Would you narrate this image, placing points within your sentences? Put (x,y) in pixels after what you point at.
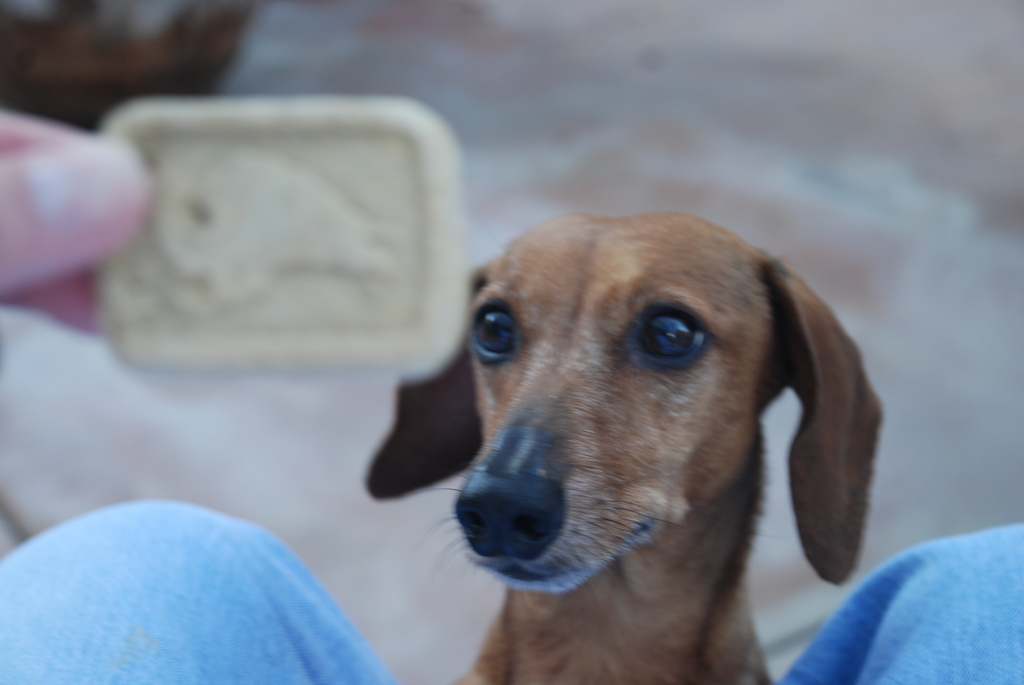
In this image there is one dog (644,431) is at middle of this image (606,395) and there is one person (253,597) is holding a biscuit (237,251) at left side of this image (271,252).
